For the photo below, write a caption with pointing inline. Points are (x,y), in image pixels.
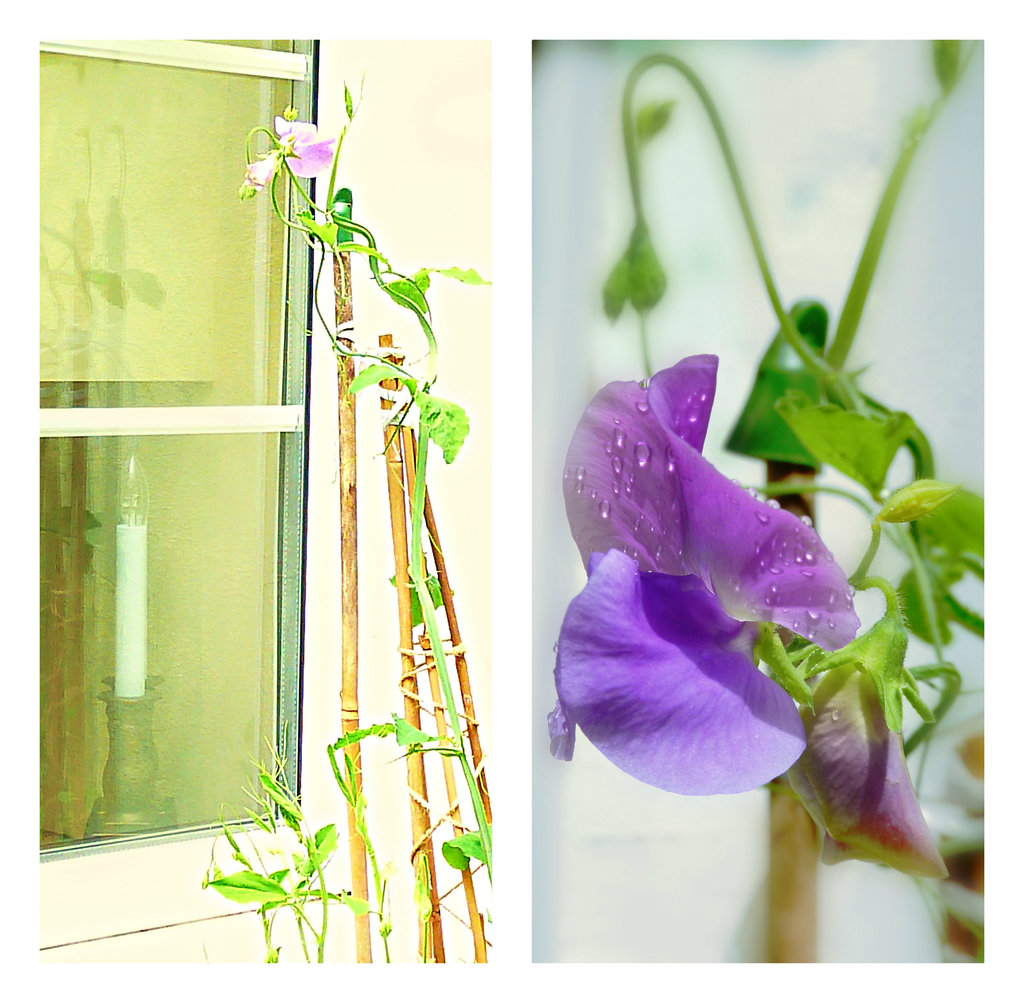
Here we can see flowers (785,515), leaves (874,423) and sticks (423,638) and we can see wall (402,180) and glass window (163,236), through this window (156,589) we can see candle (117,570).
